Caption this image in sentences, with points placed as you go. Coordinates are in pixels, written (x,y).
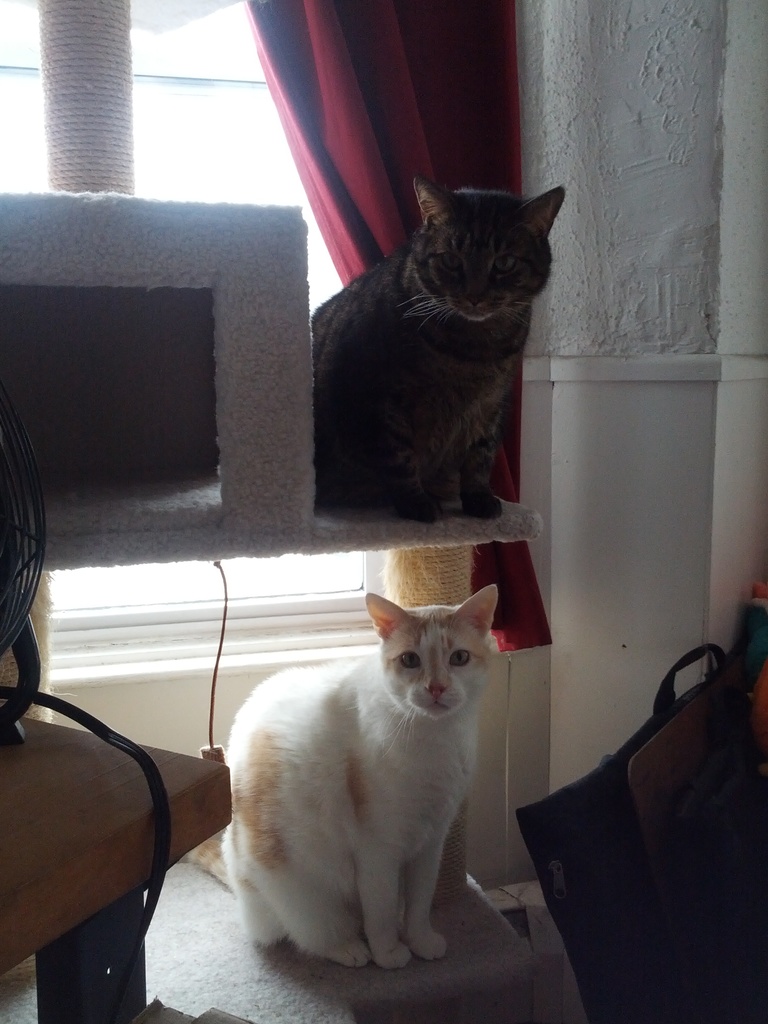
2 cats (436,739) are present. on the top (446,316) there is a black cat (447,316), below that there is a white cat (378,759). on the left (43,812), at the table (29,737) there is a fan (12,575). behind the cats (343,853) there is a red curtain (387,69). right to that there is a white wall (635,430).
